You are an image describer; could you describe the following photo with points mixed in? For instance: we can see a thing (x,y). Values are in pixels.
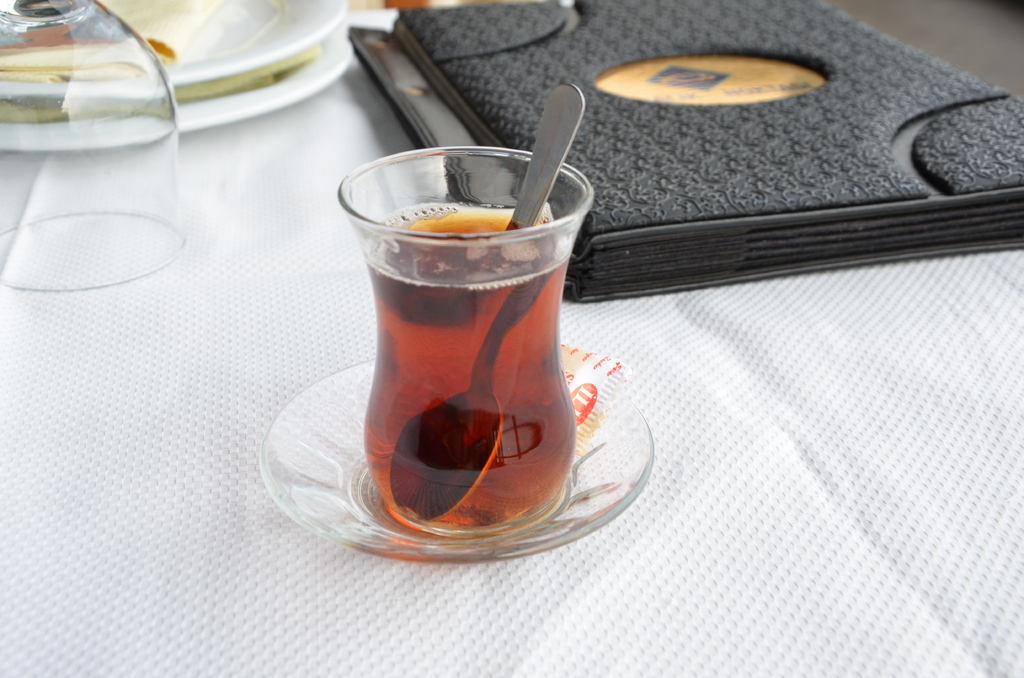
In the picture we can see a table (886,428) with a white color cloth (944,428) on it and on it we can see a glass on the saucer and in the glass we can see some drink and spoon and beside it we can see another glass (23,242) and some plates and beside it we can see a file (792,19) which is black in color with some designs (823,145) on it.
